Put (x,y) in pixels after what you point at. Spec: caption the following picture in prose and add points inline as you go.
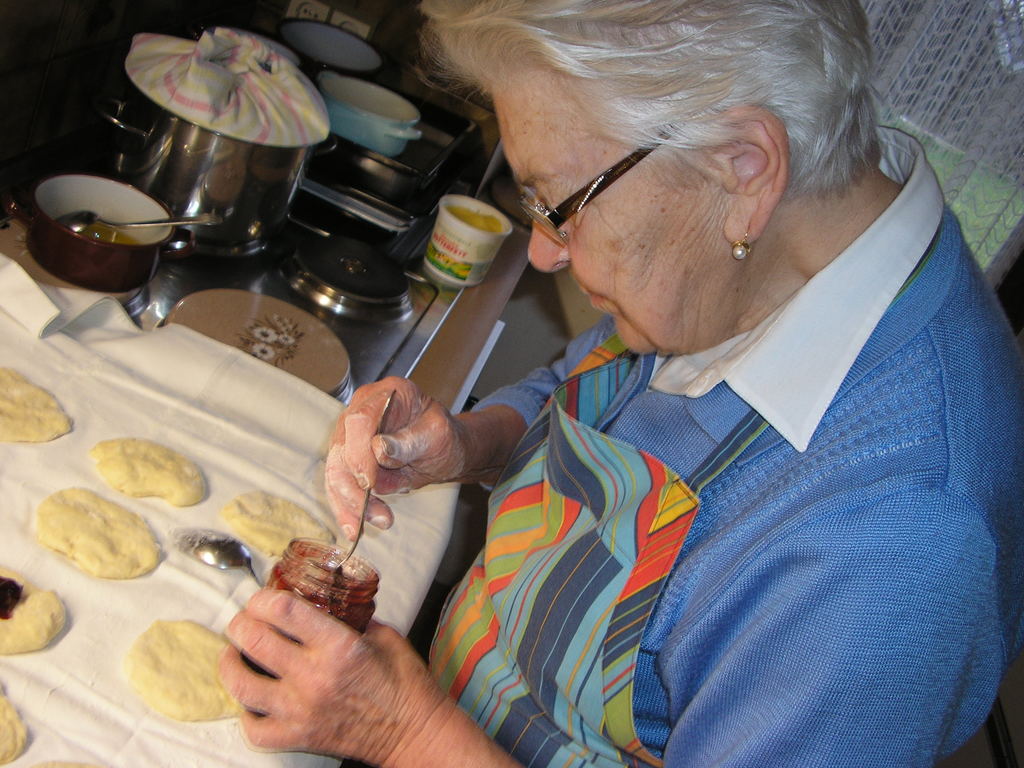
In this picture we can see a woman (733,578) standing and holding a bottle (370,587) and a spoon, we can see a cloth (403,577) in front of her, there are some bowls (251,172) and a cup (467,245) here, we can see two spoons (228,550) here.
